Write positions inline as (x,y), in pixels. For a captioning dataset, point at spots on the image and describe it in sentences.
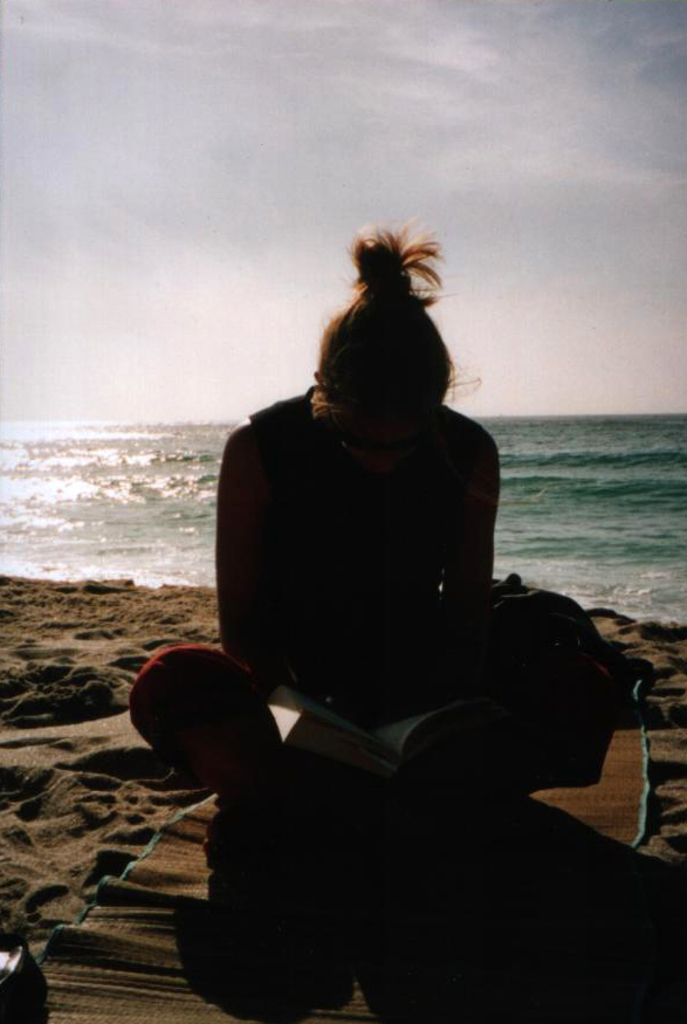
In this image I can see a person (608,738) is sitting. I can also see a mattress (331,880), a book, sand (119,748) and in the background (673,583) I can see water (623,489), clouds (322,293) and the sky (425,126). I can see this image is little bit in dark from here.
